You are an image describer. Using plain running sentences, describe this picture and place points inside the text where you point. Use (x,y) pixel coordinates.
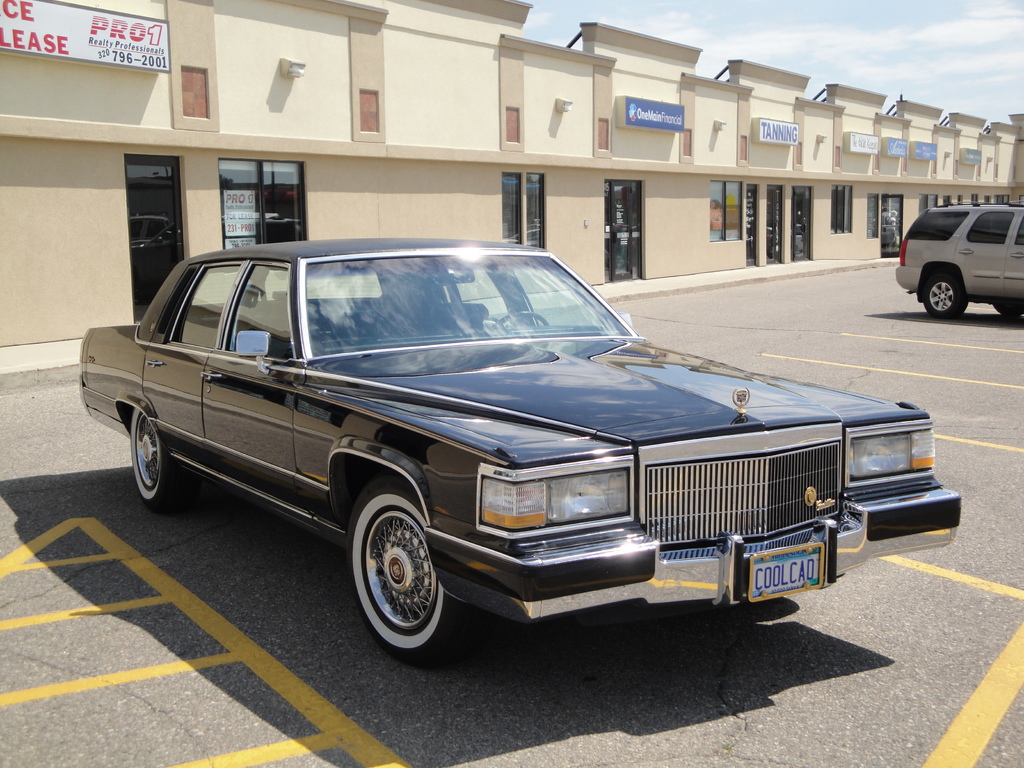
Vehicles (546,425) are on the road (823,371). Backside there are stores (446,207). Above these stores (882,193) there are hoardings (964,152). These are glass windows (260,231) and glass doors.
